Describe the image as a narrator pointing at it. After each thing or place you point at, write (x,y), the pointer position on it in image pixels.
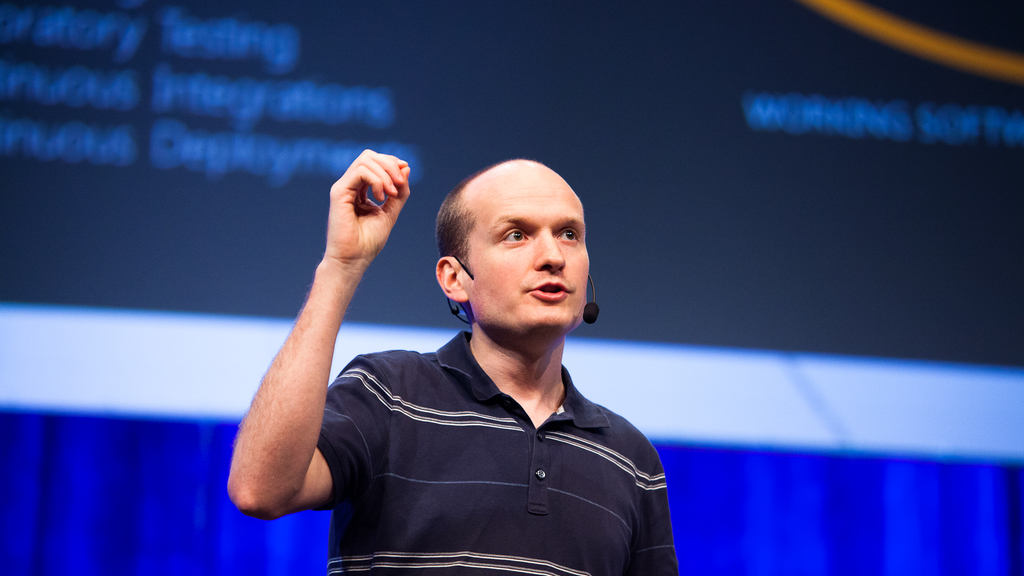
Here we can see a man (545,288) talking on the mike (587,312). In the background (807,485) there is a cloth (829,530) and a banner (800,229).
